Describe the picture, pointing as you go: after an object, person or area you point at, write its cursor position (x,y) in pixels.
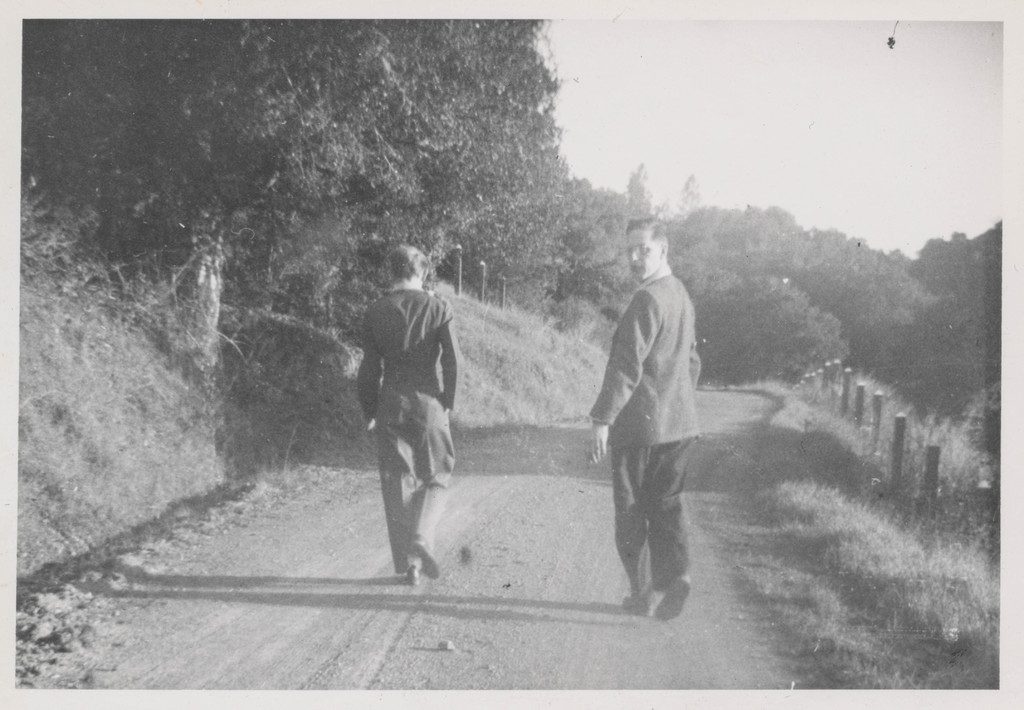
This is a black and white image, we can see there are two persons (409,371) walking on the road (491,437) in the middle of this image (394,459), and there are some trees (752,308) in the background (748,289). There is a sky (732,112) at the top of this image (688,95).
